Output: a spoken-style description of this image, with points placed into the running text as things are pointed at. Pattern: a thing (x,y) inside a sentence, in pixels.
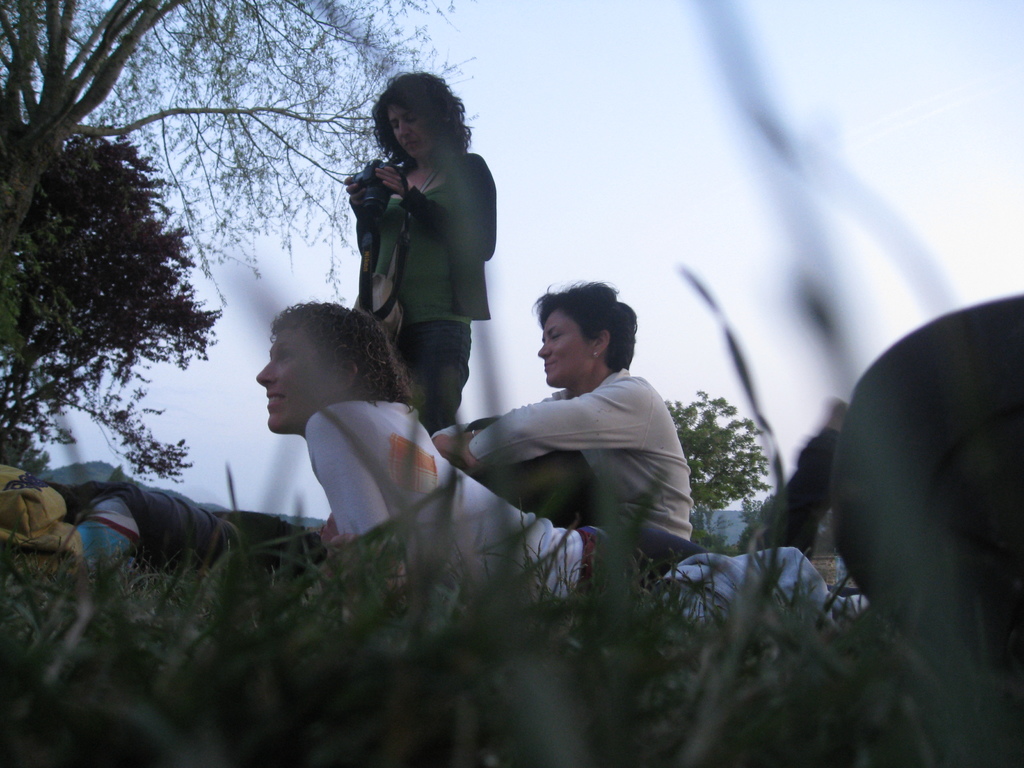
In this image in the center (345,337) there are some people (467,499), and bags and one woman (436,359) is holding a camera (374,178). And at the bottom (348,627) there is grass (869,670), and on the right side (849,499) there is some object (918,373). And in the background (91,213) there are trees (740,451), at the top (694,224) there is sky (218,334).
